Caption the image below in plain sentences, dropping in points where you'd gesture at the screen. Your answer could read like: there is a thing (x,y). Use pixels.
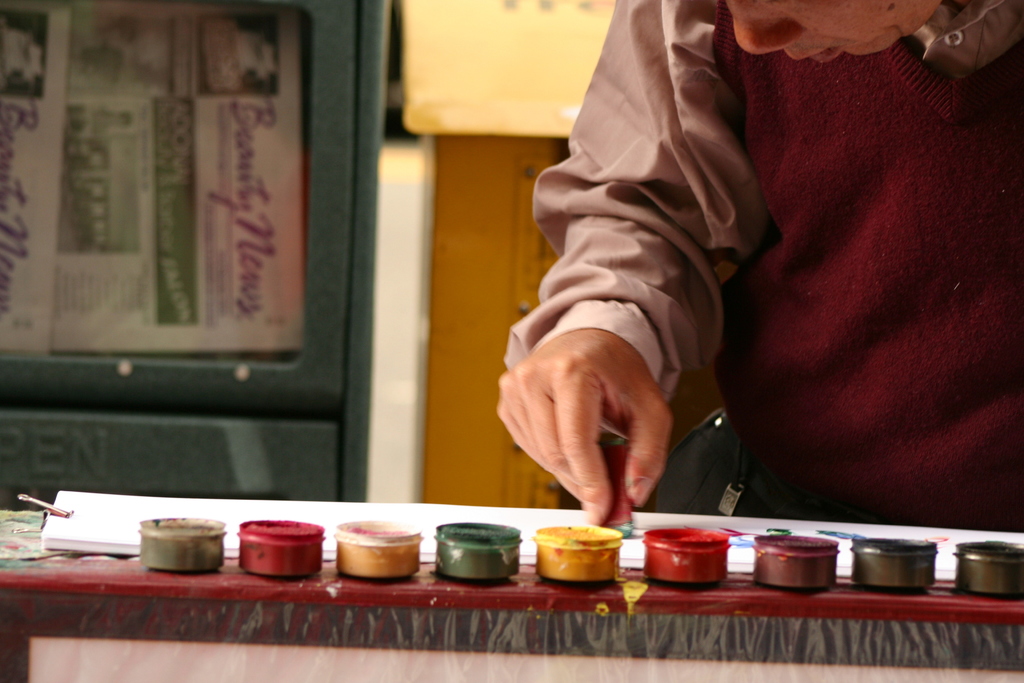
In this image I can see few papers (64,545) and few colors (666,553) in the small plastic boxes (820,556) on the table (486,585). Back I can see few objects (516,210) and the person (620,113) is holding something.
